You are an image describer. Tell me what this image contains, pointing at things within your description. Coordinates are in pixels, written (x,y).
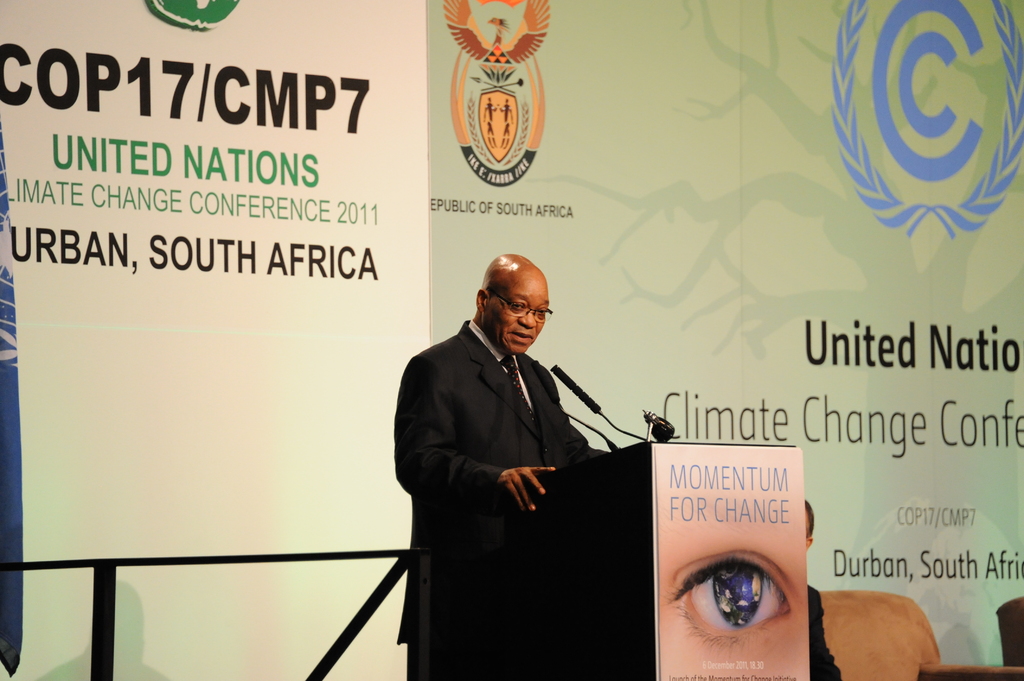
In this image we can see a person (552,468) standing near the podium (666,503). We can see the microphone (614,427). In the background (163,261), we can see a board (780,203) with some text (352,82) and logos (491,172) on it.
